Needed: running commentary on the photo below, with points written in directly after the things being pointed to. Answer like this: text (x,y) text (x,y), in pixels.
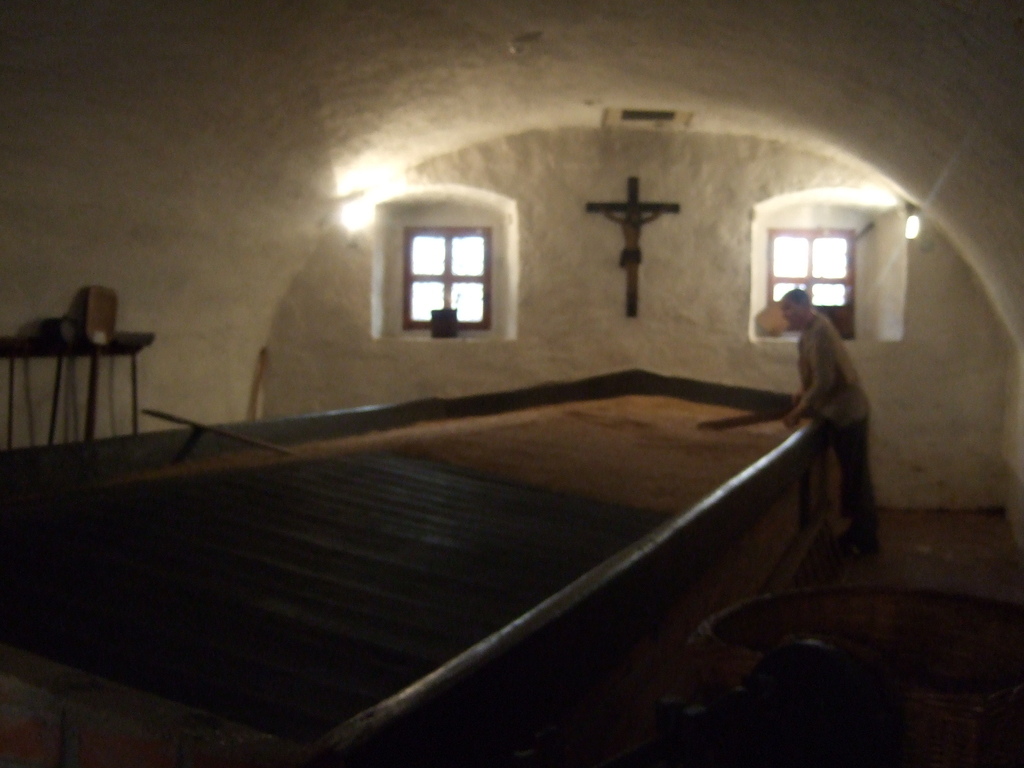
In this image we can see a person (860,457) standing in front of a table (724,513) holding a stick (786,411) in his hand (799,411). In the background (451,297), we can see two windows (471,303) and a statue (638,240) on the wall (586,216) and a set of lights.
